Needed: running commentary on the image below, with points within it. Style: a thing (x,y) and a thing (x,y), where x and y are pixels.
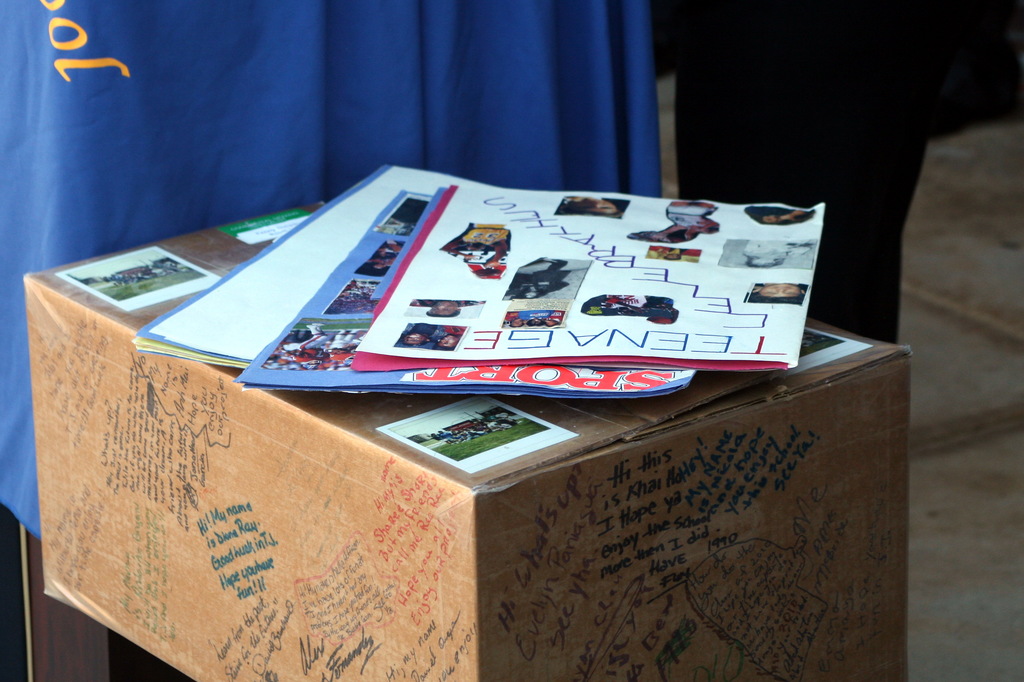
There are files (549,396) arranged on a box (710,537) on which, there are posters (250,235) pasted and there are some texts (785,440). In the background (53,129), there is a blue color curtain (420,82) near a person (892,92) who is standing on the floor (934,394).
